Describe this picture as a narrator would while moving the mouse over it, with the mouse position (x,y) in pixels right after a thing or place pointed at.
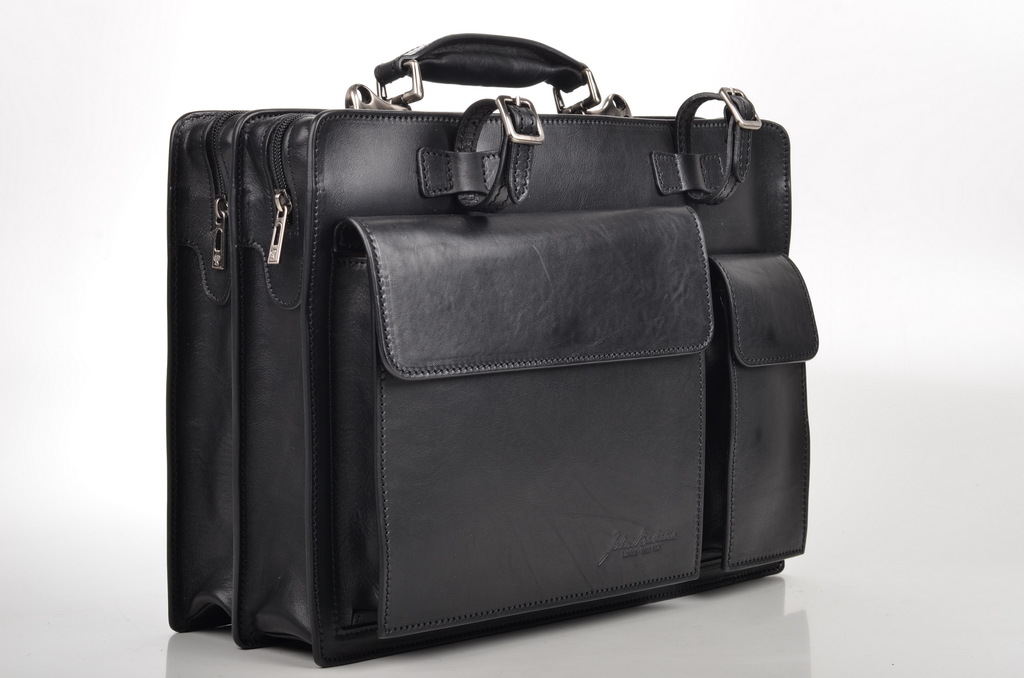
In this image I see a black colored bag (223,617) and it is white in the background (17,77).
